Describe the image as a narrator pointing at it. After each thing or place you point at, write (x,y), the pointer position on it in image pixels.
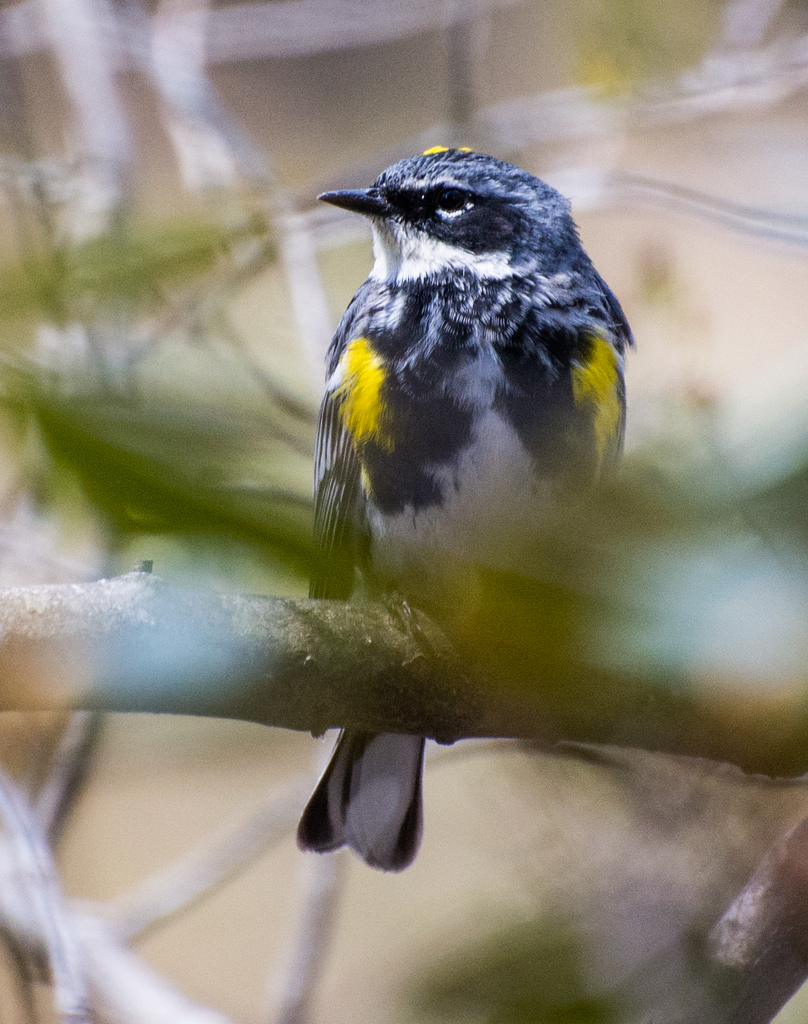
In the image there is a black and yellow color bird (396,408) standing on branch (464,711) of a tree (412,678).
